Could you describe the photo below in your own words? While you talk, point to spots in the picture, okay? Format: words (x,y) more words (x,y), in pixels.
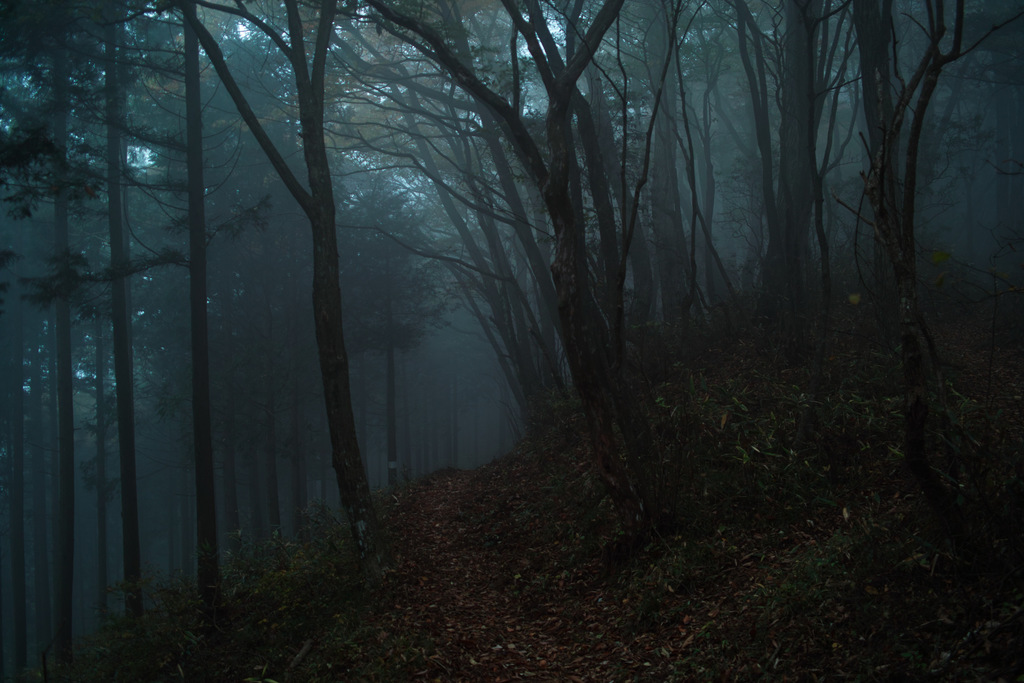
In the center of the image (356,274) we can see trees (674,183), plants (872,454), dry leaves (850,464), fog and a few other objects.
